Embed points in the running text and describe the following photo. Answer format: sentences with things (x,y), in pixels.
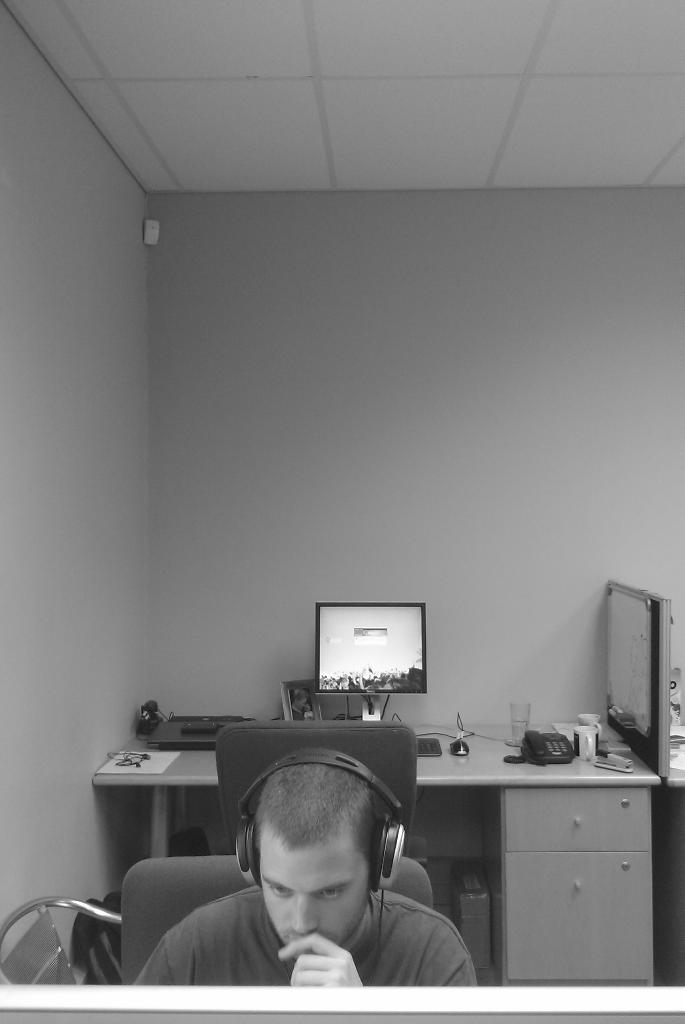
In this image we can see a person (233,947) who is looking at some monitor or something which is not visible and he is wearing headphones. He is sitting on chair (147,926). Behind him, there is a table desk (581,888) on which there is a laptop (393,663) and things (541,747) like telephone (548,736), glass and tea cup (590,736) are present and it seems like a well furnished room (262,617).
